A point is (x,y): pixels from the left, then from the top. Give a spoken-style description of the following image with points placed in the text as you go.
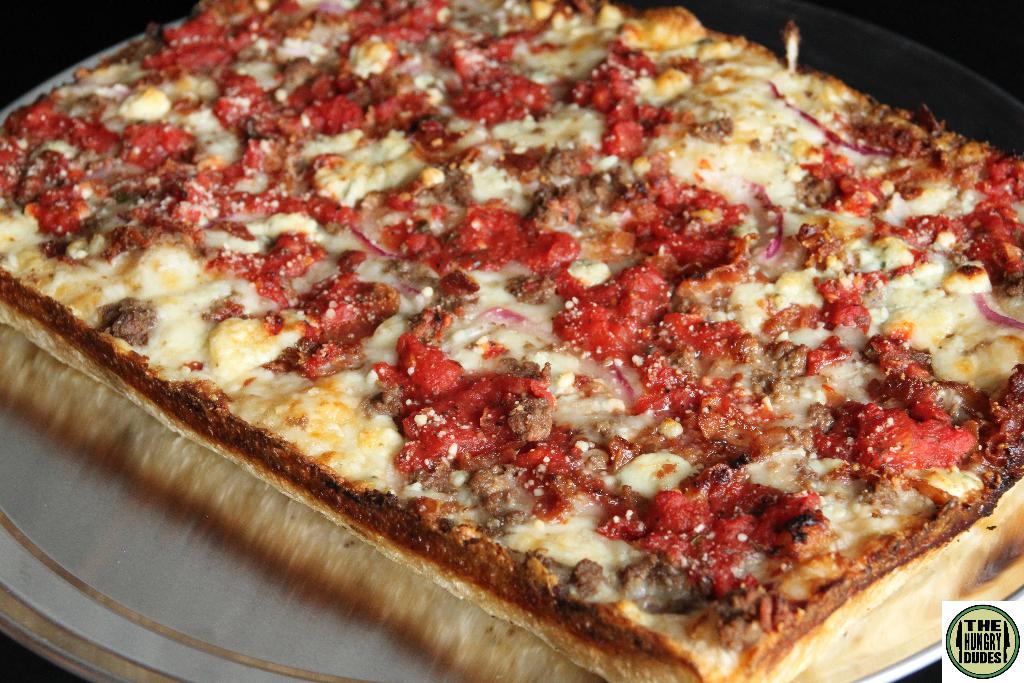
In this picture we can see a pizza (818,538) on a plate (157,470) and in the background (166,14) it is dark.
